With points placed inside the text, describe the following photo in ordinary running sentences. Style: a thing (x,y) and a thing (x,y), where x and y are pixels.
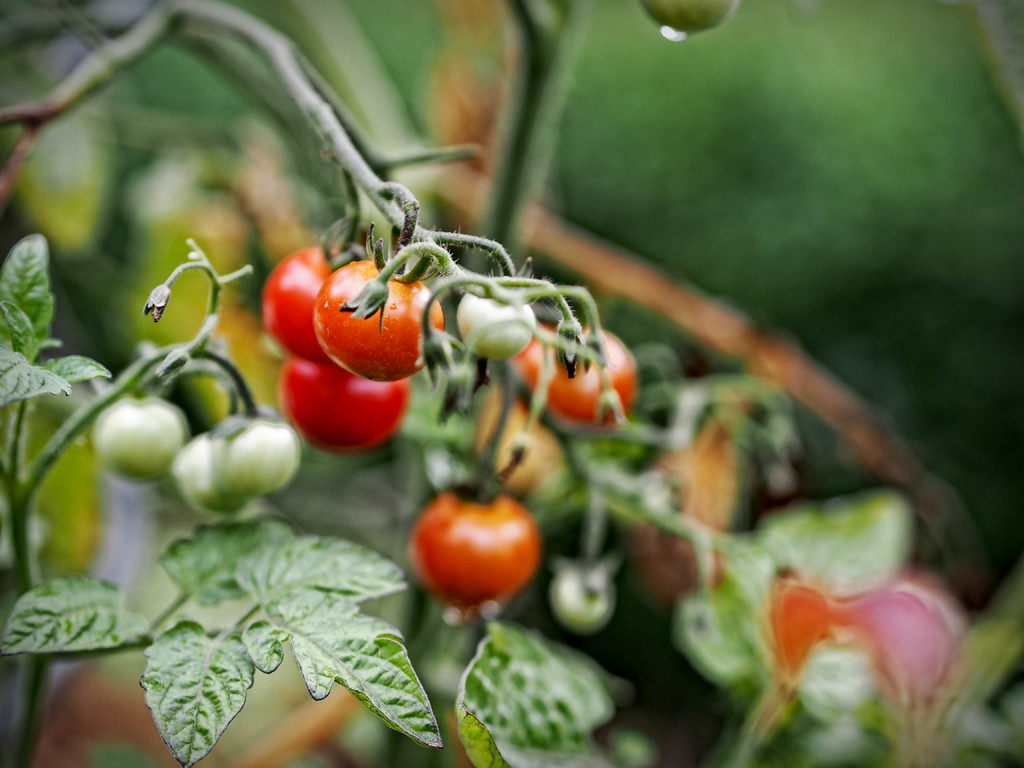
This is a zoomed in picture. In the foreground (259,652) we can see the leaves (381,660) and the objects (528,474) seems to be the tomatoes (347,279) hanging on the tree (567,304). The background of the image (624,108) is blurry.
